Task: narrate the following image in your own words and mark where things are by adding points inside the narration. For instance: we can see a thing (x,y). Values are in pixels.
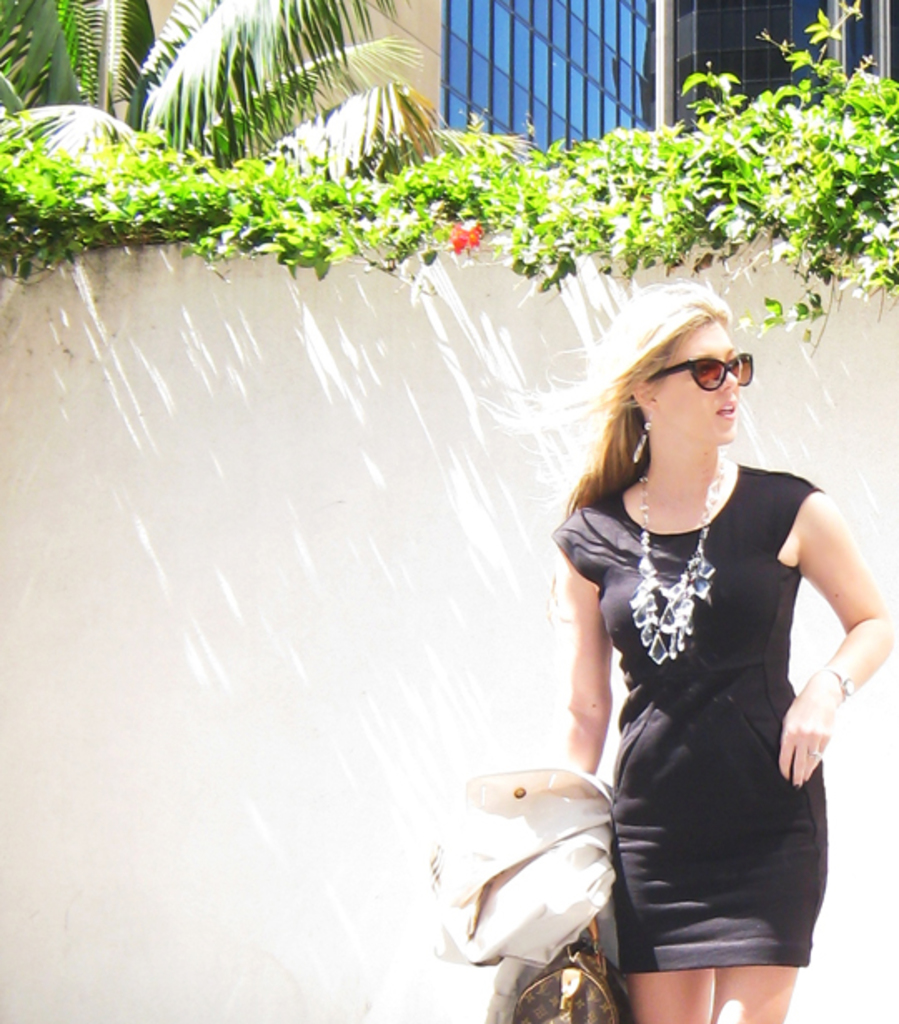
There is a woman (674,375) standing and holding cloth (551,913) and bag (551,1023) and wore glasses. In the background (750,310) we can see wall (308,302), plants (864,146), leaves (874,202) and glass (570,48).
